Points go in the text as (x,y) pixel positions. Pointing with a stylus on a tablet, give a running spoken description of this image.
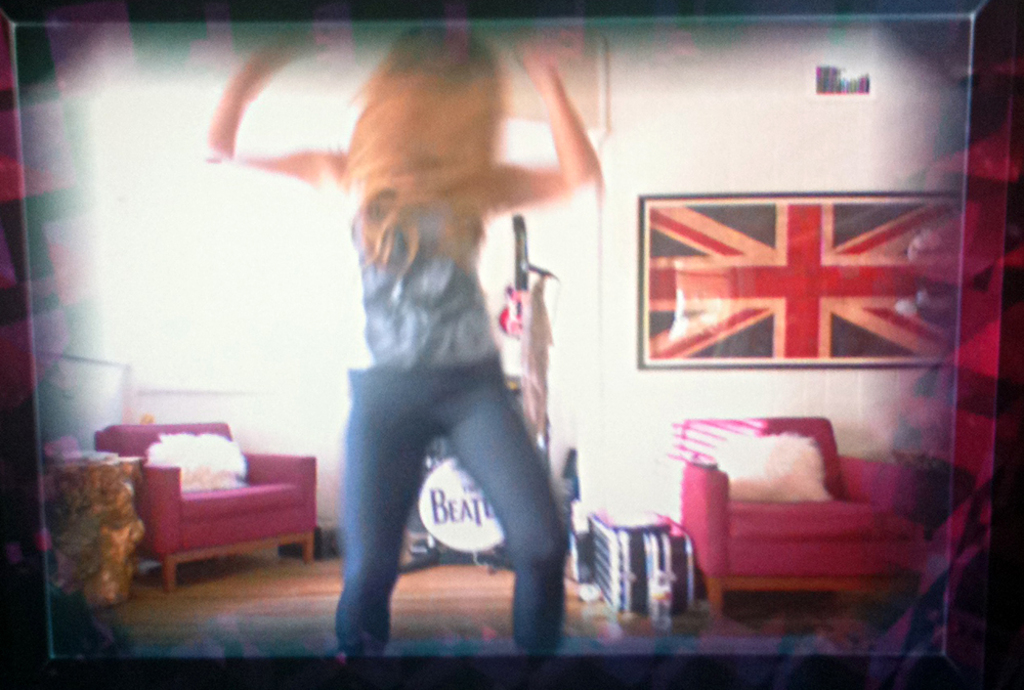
In the picture we can see a woman (464,345) standing in blue and white top (447,347) and blue jeans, in the background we can see a flag (731,239) to the wall (182,325), a chair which is red in color, beside the chair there is one suitcase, and beside to it there is one more chair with the pillow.
